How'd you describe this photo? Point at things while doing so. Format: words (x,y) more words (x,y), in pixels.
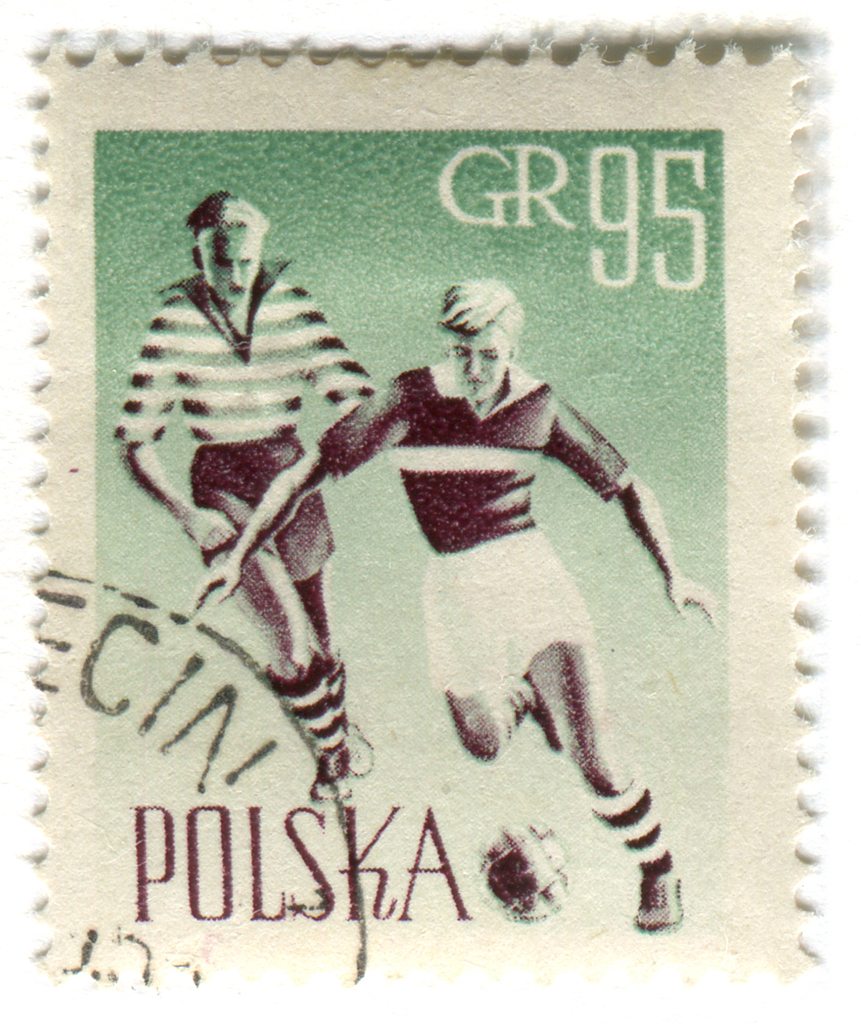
In this image there is a paper (393,434) with images (314,600) of two people (479,568) and some text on it.
